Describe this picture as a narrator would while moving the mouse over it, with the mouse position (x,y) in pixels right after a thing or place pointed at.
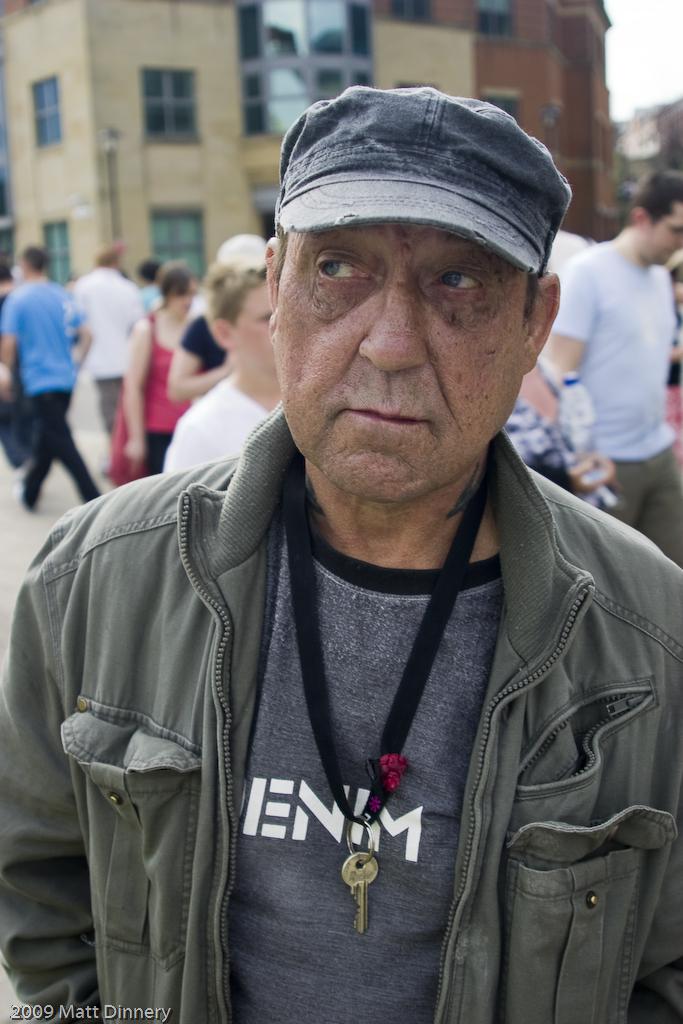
This picture describes about group of people (356,645), in the middle of the image (366,585) we can see a man (482,607), he wore a cap (458,137), in the background (514,57) we can see few buildings (536,116).
